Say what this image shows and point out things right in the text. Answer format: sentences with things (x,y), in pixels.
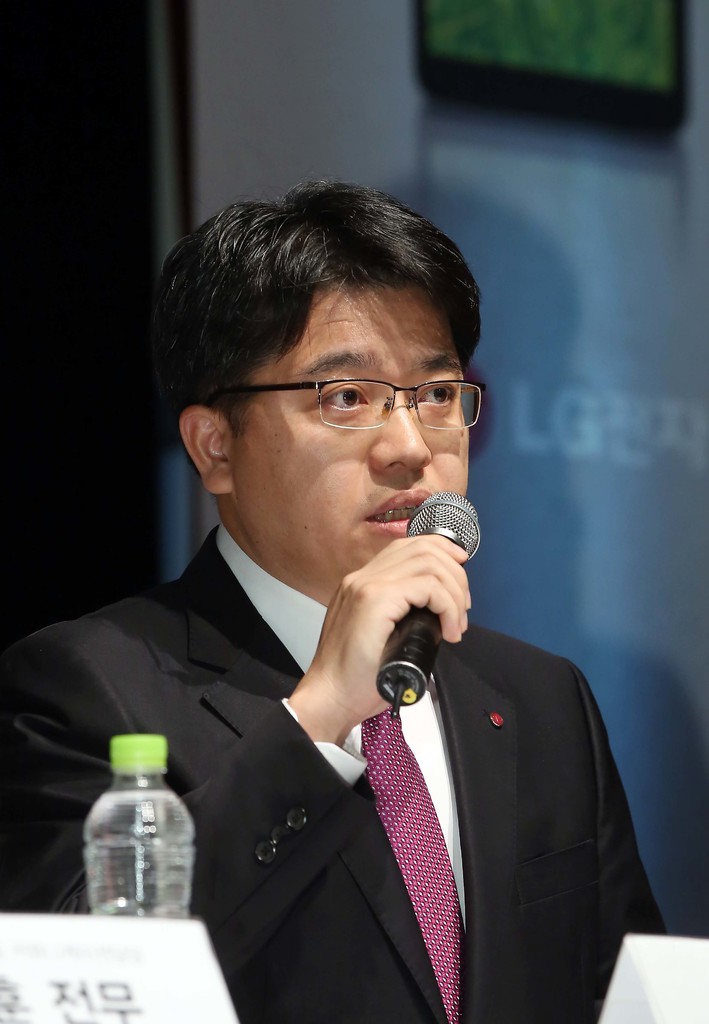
In this image I can see a man (258,548) in suit (241,676) and tie (387,754). I can also see he is holding a mic (396,669) and wearing a specs (386,426). Here I can see a water bottle (120,818).
